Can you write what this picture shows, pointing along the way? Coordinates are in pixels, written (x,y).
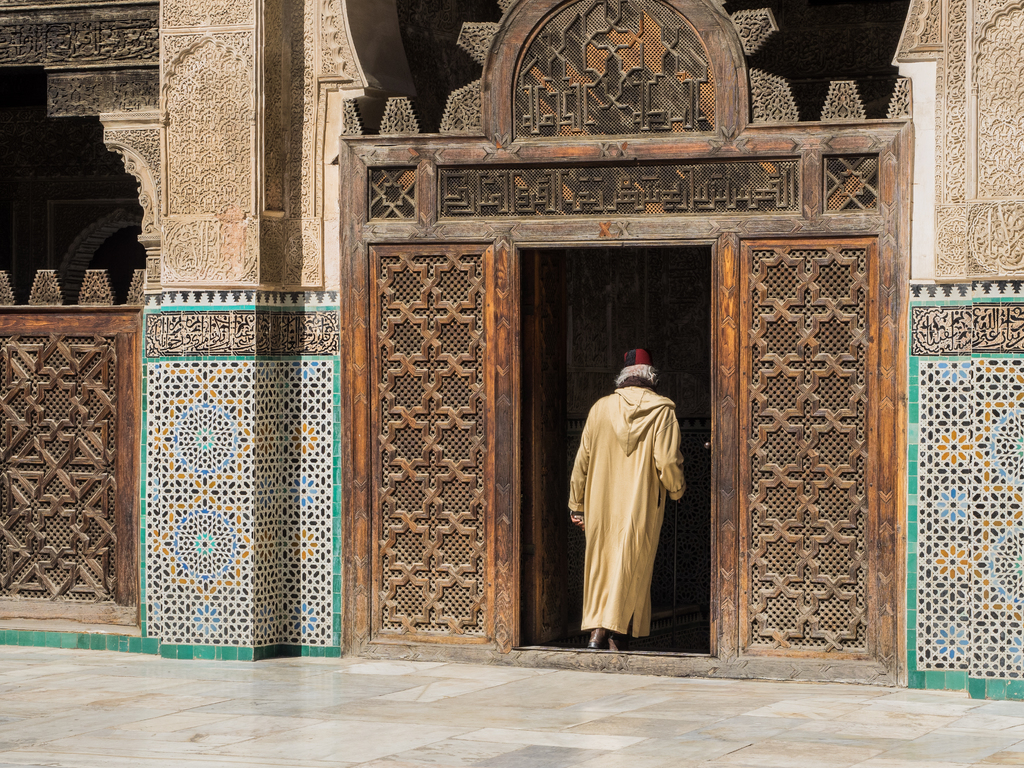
In the image there is a building (288,226) with walls (225,81), pillars (295,204), arches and doors (479,281). All those things (826,563) are with designs (89,425). And also there is a man (613,458). At the bottom of the image (419,725) there is a floor (472,724) with tiles (494,724).
